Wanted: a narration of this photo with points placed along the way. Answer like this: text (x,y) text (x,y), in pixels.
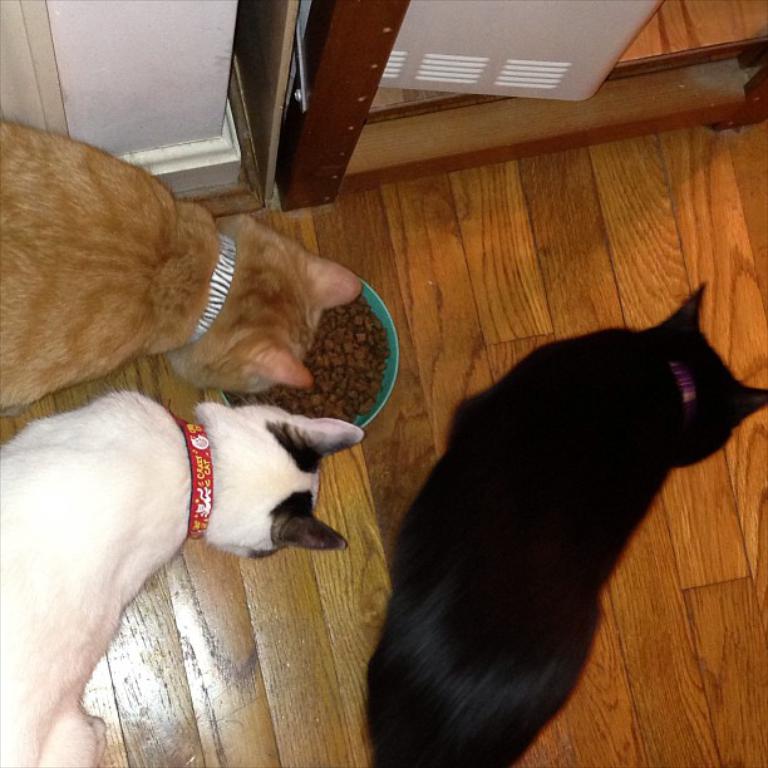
In this image there are cats (326,444). In the center (345,360) we can see a bowl (389,351) containing food (337,396). At the bottom (329,636) there is a floor (338,594). In the background (151,88) there is a door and a wall (147,100).
